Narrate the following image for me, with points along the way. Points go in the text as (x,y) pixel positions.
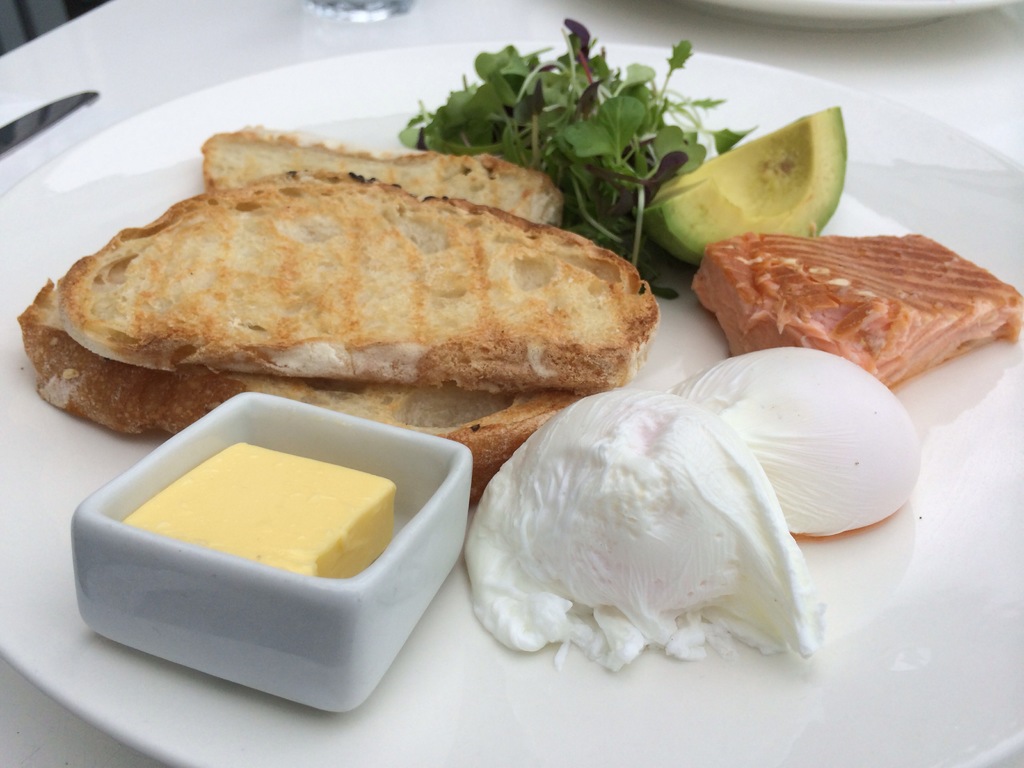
In this image there is one plate (933,443), and in the plate (3,294) there are some breads (370,290), butter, bowl (344,435), poached eggs (874,418), leafy vegetables (631,144), and avocado (731,192). And at the bottom (20,745) it looks like a table (49,722), and in the background (377,14) there are some objects (824,3).
